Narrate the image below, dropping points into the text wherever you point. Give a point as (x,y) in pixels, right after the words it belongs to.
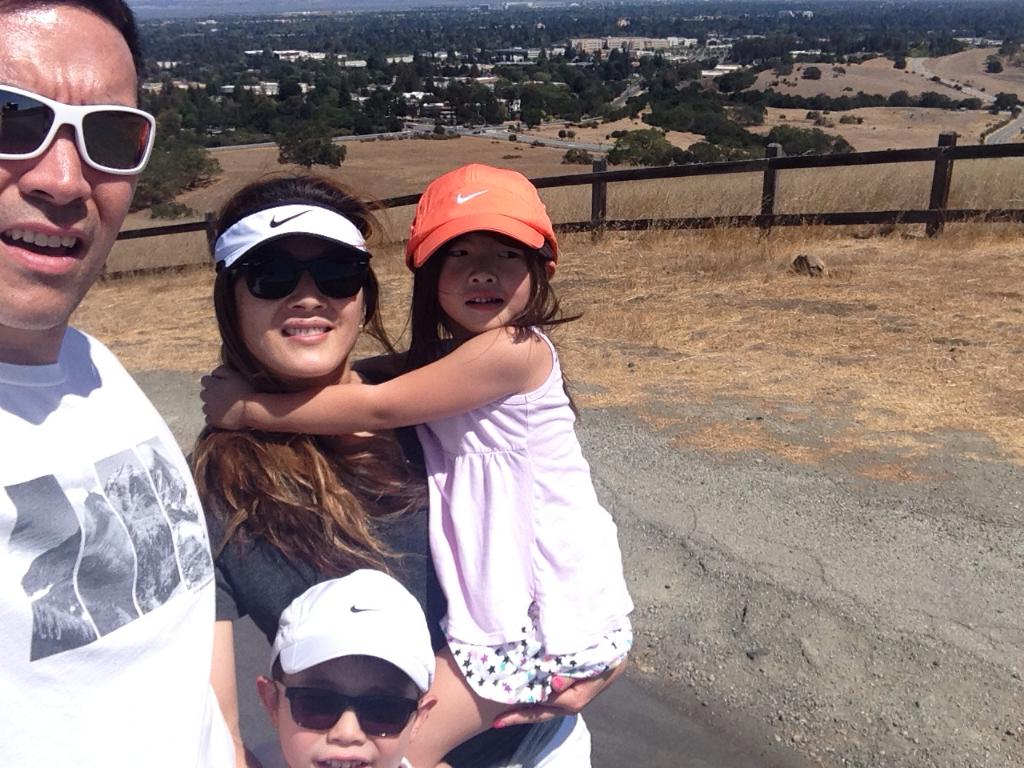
In this image there is a couple (227,534) with their children's (451,554) are standing on the path (741,663), behind them there is a wooden fence (603,195). In the background (467,116) there are trees (412,81) and buildings (271,81).
